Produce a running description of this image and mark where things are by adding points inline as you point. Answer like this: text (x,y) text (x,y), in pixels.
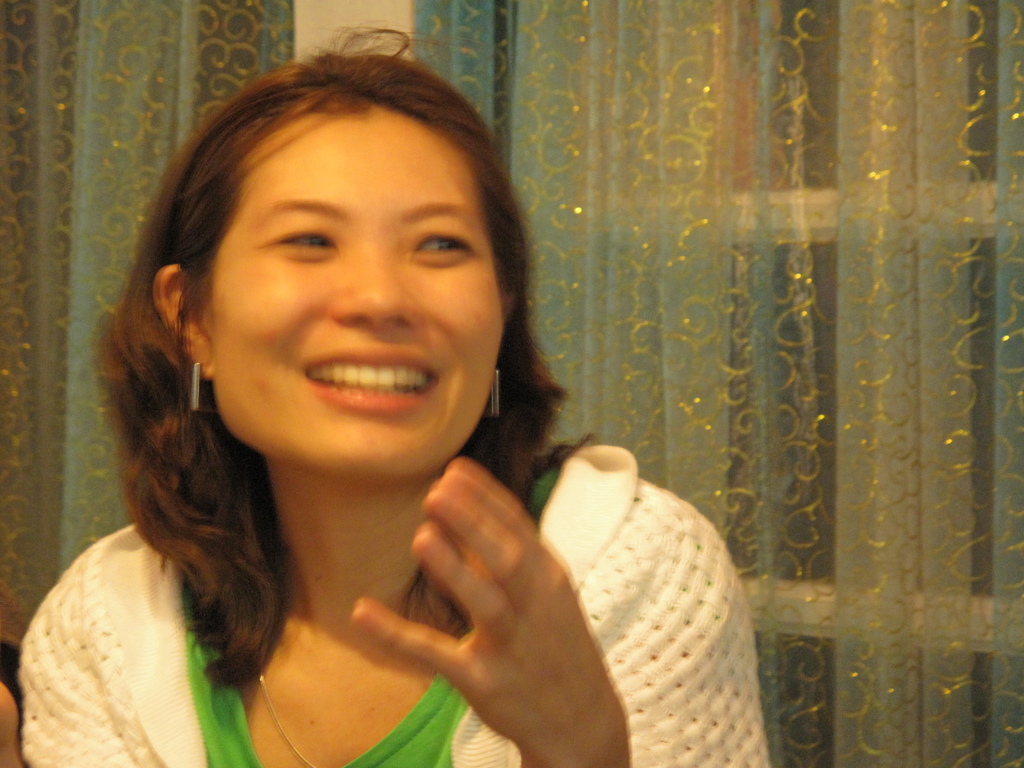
In this image we can see a woman (477,453). On the backside (780,411) we can see a window (674,376) and a curtain (674,376).
